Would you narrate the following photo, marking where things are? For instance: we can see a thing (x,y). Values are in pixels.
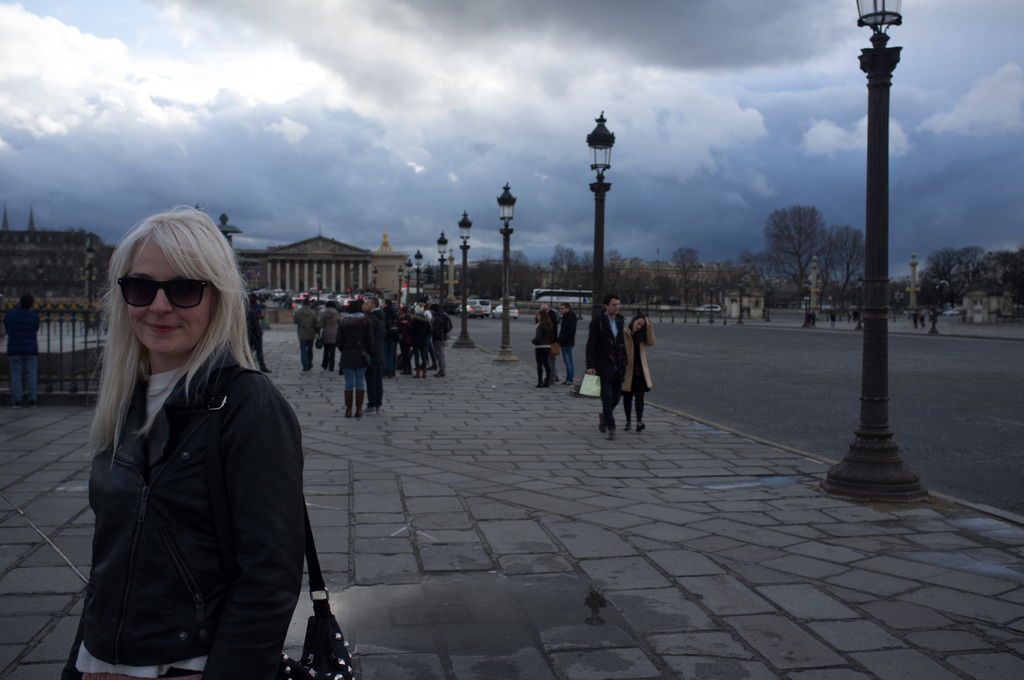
This picture describes about group of people (274,440), few (273,478) are standing and few (631,356) are walking, on the left side of the image (166,456) we can see a woman (219,369), she is smiling and she wore spectacles (160,285), in the background (325,284) we can see few poles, lights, trees (669,295), vehicles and buildings (297,266).
